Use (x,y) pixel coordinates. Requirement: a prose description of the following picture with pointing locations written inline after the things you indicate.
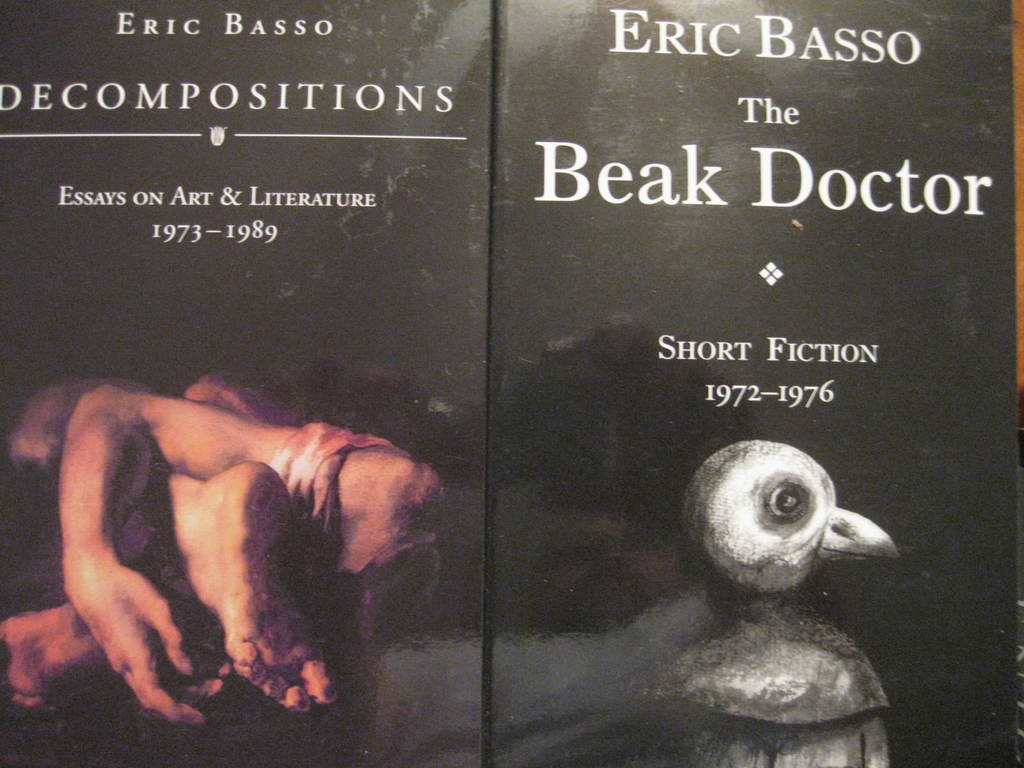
In this image I can see two books (742,369). On the book (709,398) which is on the right side (789,303), I can see some text (613,164) and the depiction (734,562) of a bird (783,545). On the book (191,375) which is on the left side (211,409), I can see some text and legs (231,544) and hands (102,619) of a person (212,551).
